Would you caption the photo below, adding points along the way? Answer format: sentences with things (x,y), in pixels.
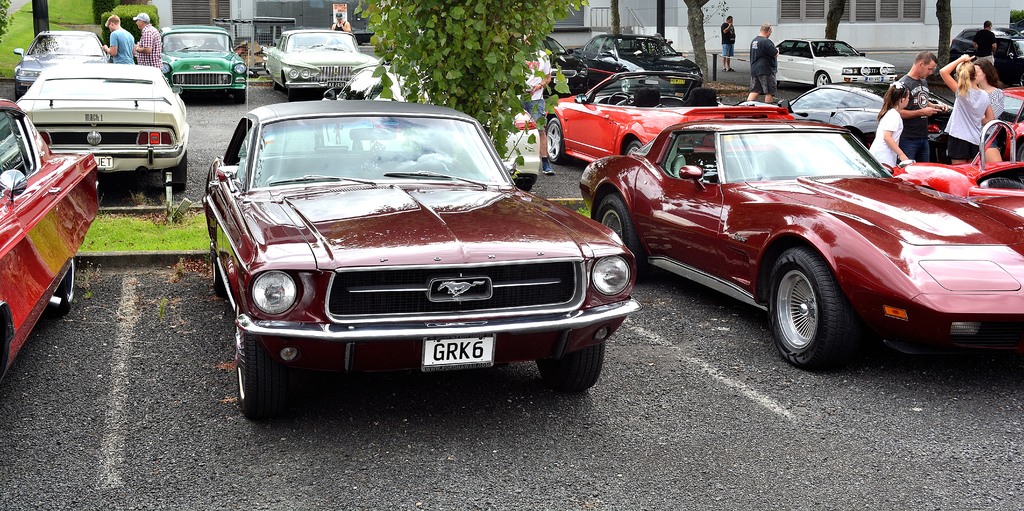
In this image I can see the ground (662,456) and number of cars (692,256) on the ground (623,451). I can see few persons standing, a tree (529,14), some grass (54,3) and in the background (570,35) I can see few buildings (596,31), few stairs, few trees (704,20) and few persons (756,35) standing.
